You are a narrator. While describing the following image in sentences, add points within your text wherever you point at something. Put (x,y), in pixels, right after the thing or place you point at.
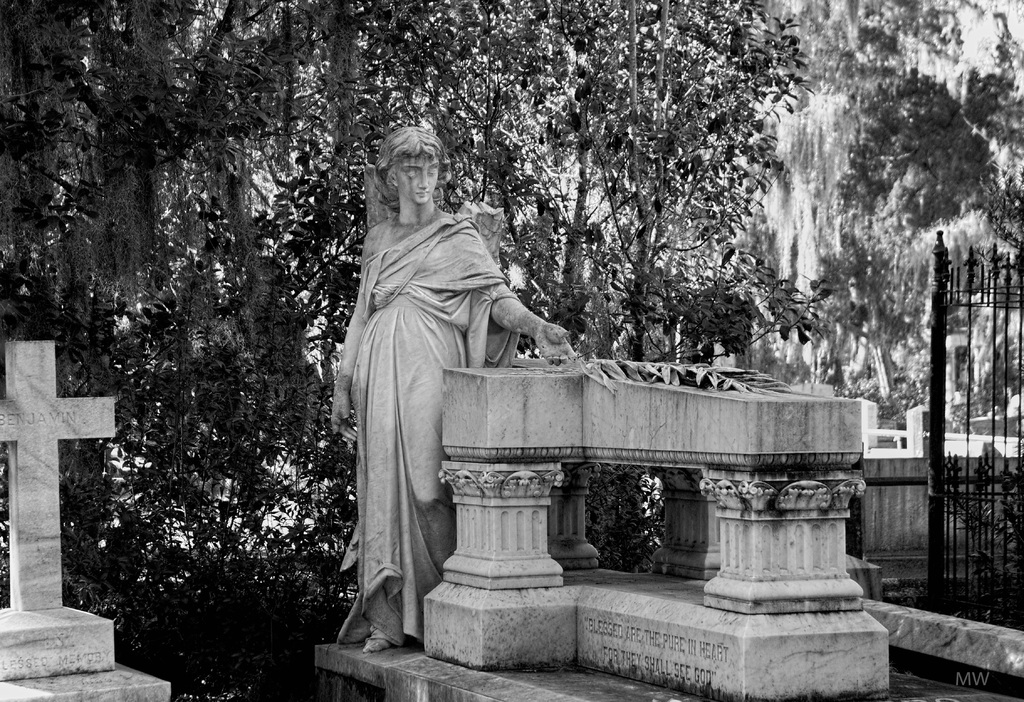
This is a black and white image. In this image we can see statues (374,193), sculptures (715,454), grills (937,373), trees (768,247) and plants (917,364).
